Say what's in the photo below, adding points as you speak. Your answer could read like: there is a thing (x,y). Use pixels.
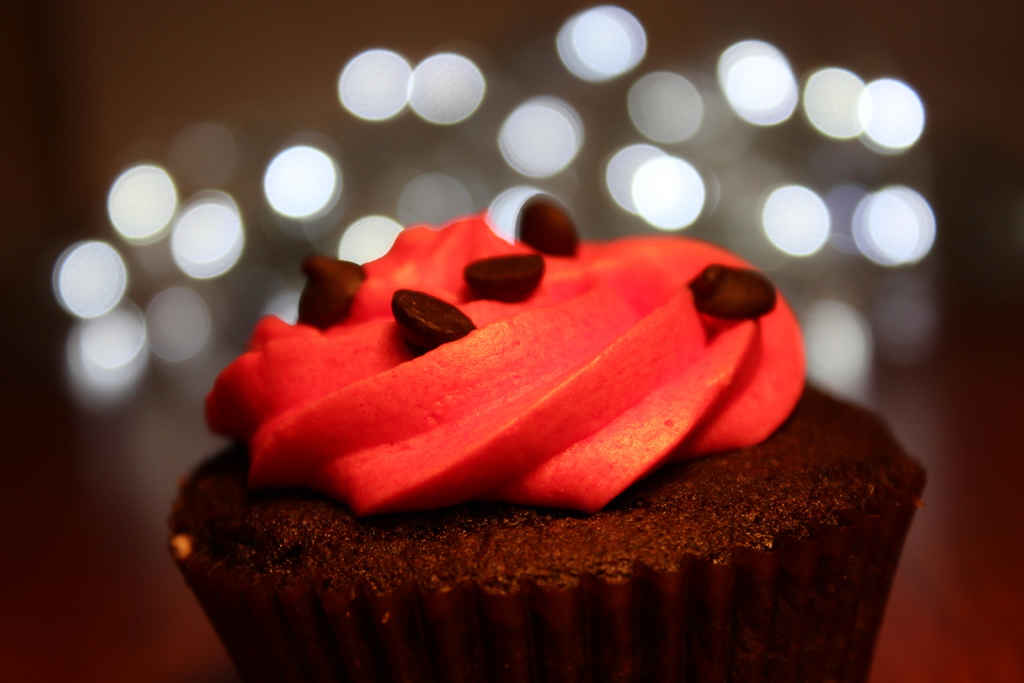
This image consists of a cupcake (521,533). In the background (429,154), there are lights (904,139).
